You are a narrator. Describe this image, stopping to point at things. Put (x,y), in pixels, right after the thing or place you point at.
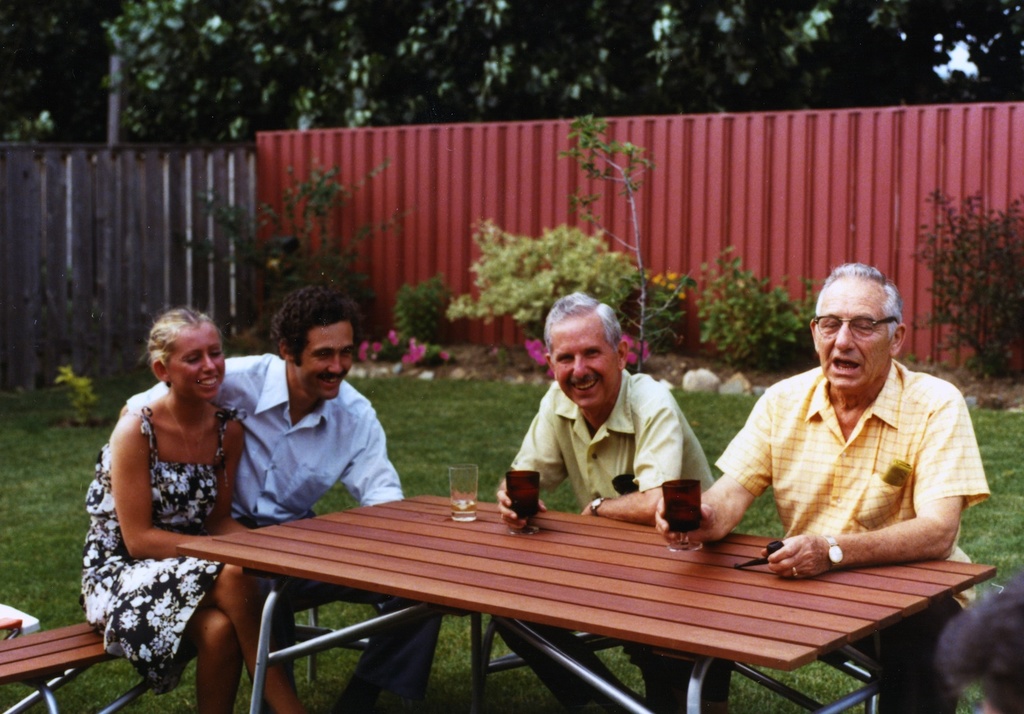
In this image there are four persons (336,407) who are sitting on the left side (306,428) there are two persons (664,433) who are sitting on a chair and smiling. On the left side (287,407) there is one person (313,416) who is sitting and smiling beside him there is one woman (189,508) who is sitting and smiling in front of them there is one table (544,592) on that table (480,584) there are glasses (467,503) and on the top (356,58) there are trees (497,49) and beside the trees (258,109) there is a wall (430,170) and beside that wall (455,273) there are some plants (975,272) and on the bottom (37,497) there is grass (741,420) and stones (736,373) and some sand (517,346) is there.
